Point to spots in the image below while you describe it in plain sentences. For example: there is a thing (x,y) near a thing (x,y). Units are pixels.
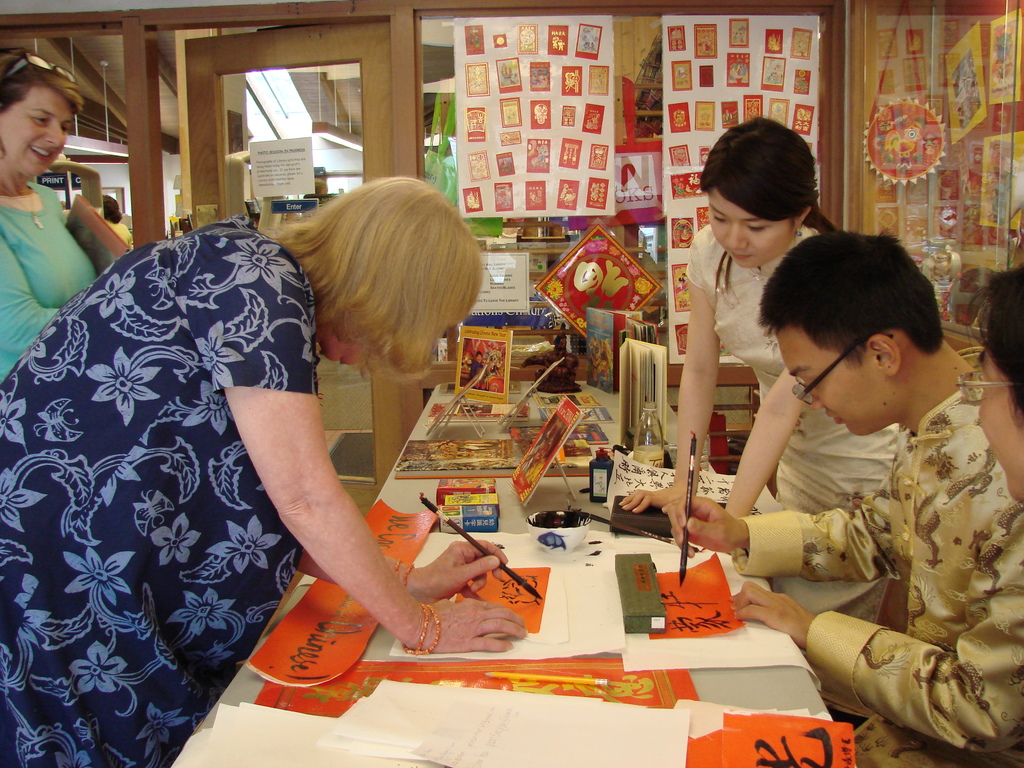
In this image we can see posters (498,254), people (269,316), color papers (497,595), door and some other objects (486,522) placed on the white table (439,660).
